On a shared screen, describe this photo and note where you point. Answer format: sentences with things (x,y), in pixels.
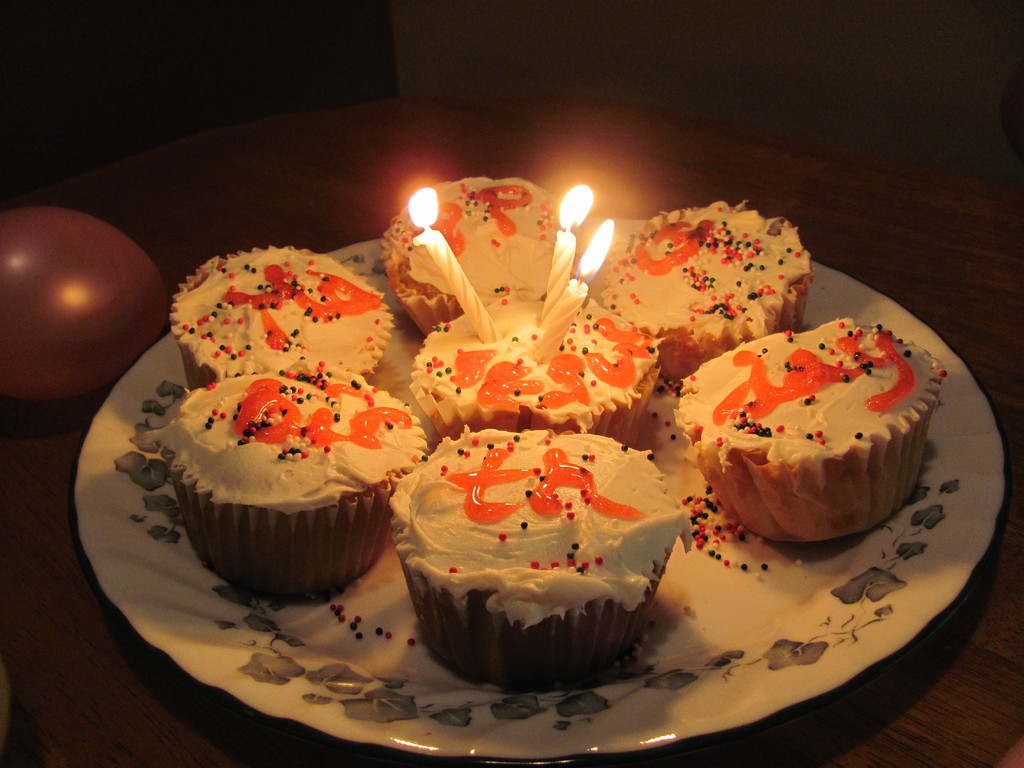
In this image we can see a balloon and a plate (623,690) with some cupcakes (540,391) and candles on the table (435,157).
